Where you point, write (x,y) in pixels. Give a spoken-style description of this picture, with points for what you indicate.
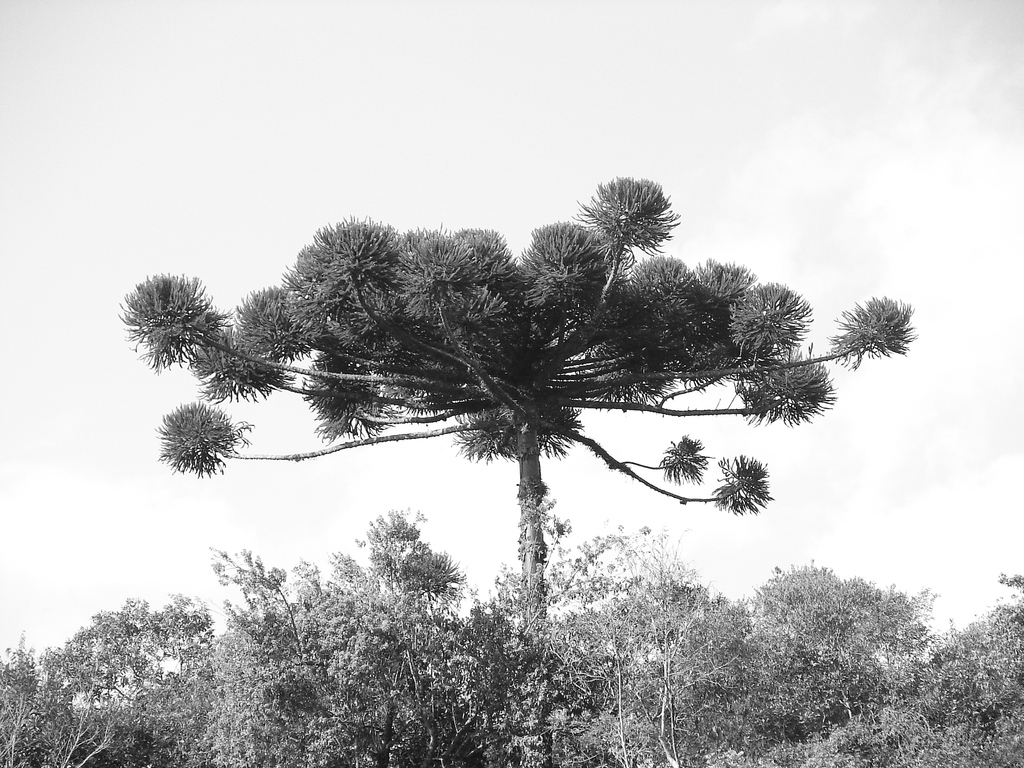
In this picture we can see trees (827,628). In the background of the image (589,58) we can see the sky (487,150).
